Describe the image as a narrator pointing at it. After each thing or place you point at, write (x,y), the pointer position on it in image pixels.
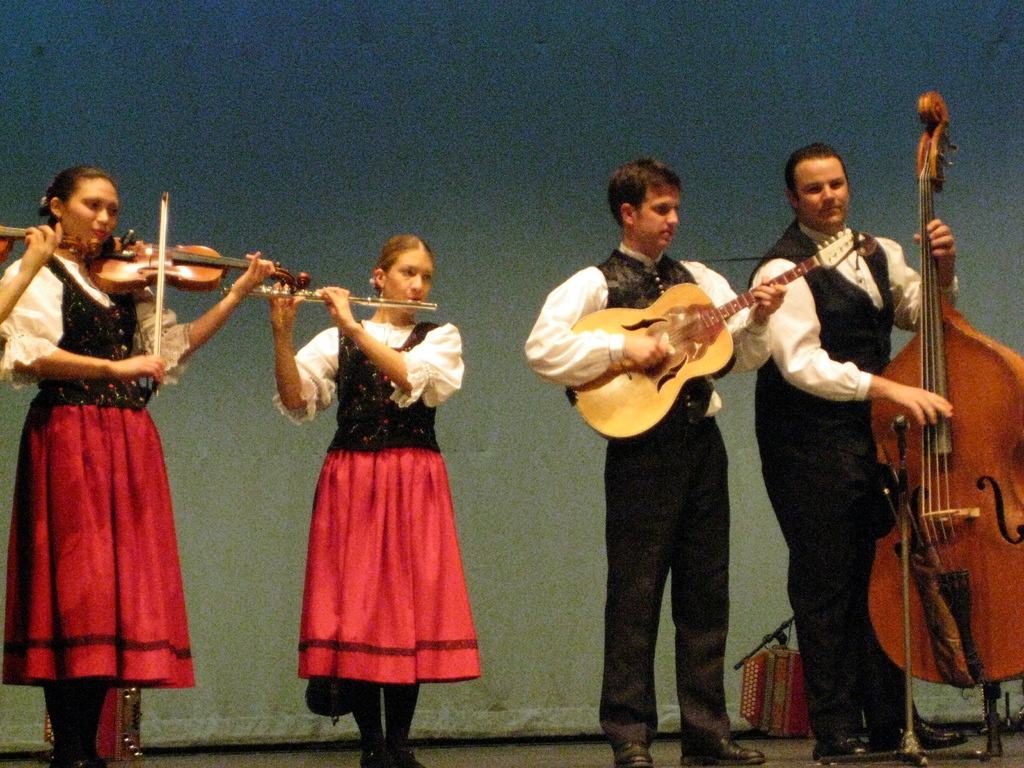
Four people (81,302) are playing music with different type of instruments (128,266). Of them two (426,293) are women (427,296) and two (710,297) are men (724,295).
